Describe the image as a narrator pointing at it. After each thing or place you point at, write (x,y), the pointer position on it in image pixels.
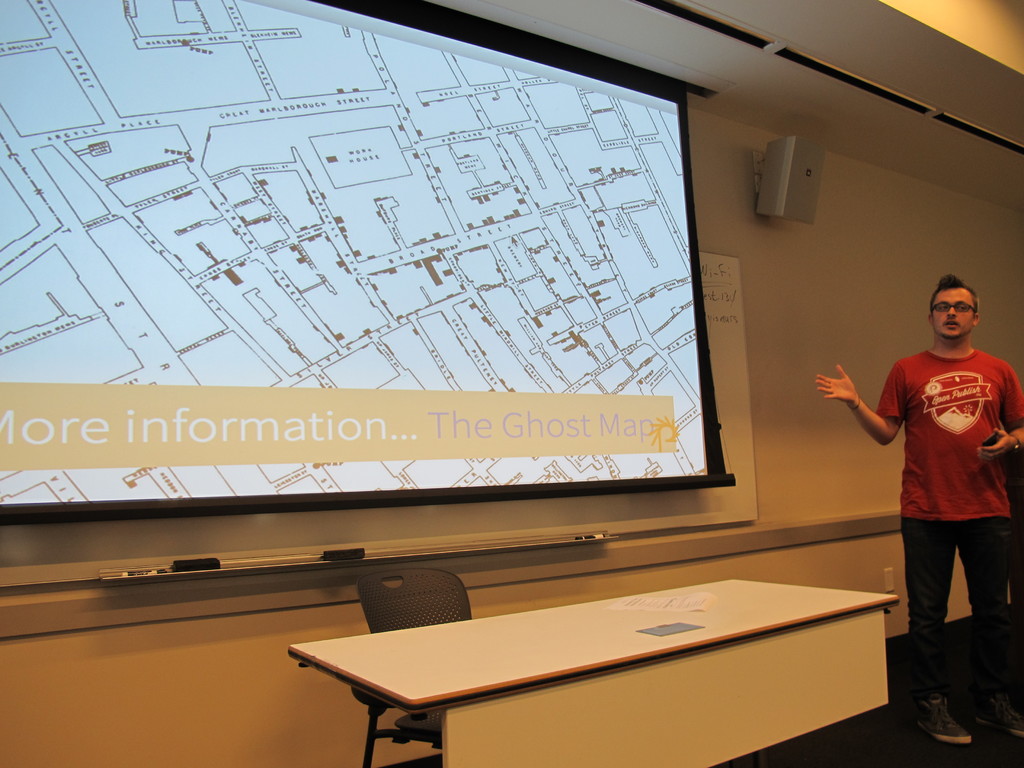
In this image we can see a person (978,442) standing and holding an object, there is a projector (199,463) with some route map (314,319) and text (342,439), also we can see a chair (387,622), speaker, table (570,610) with papers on it and the wall (766,230).
